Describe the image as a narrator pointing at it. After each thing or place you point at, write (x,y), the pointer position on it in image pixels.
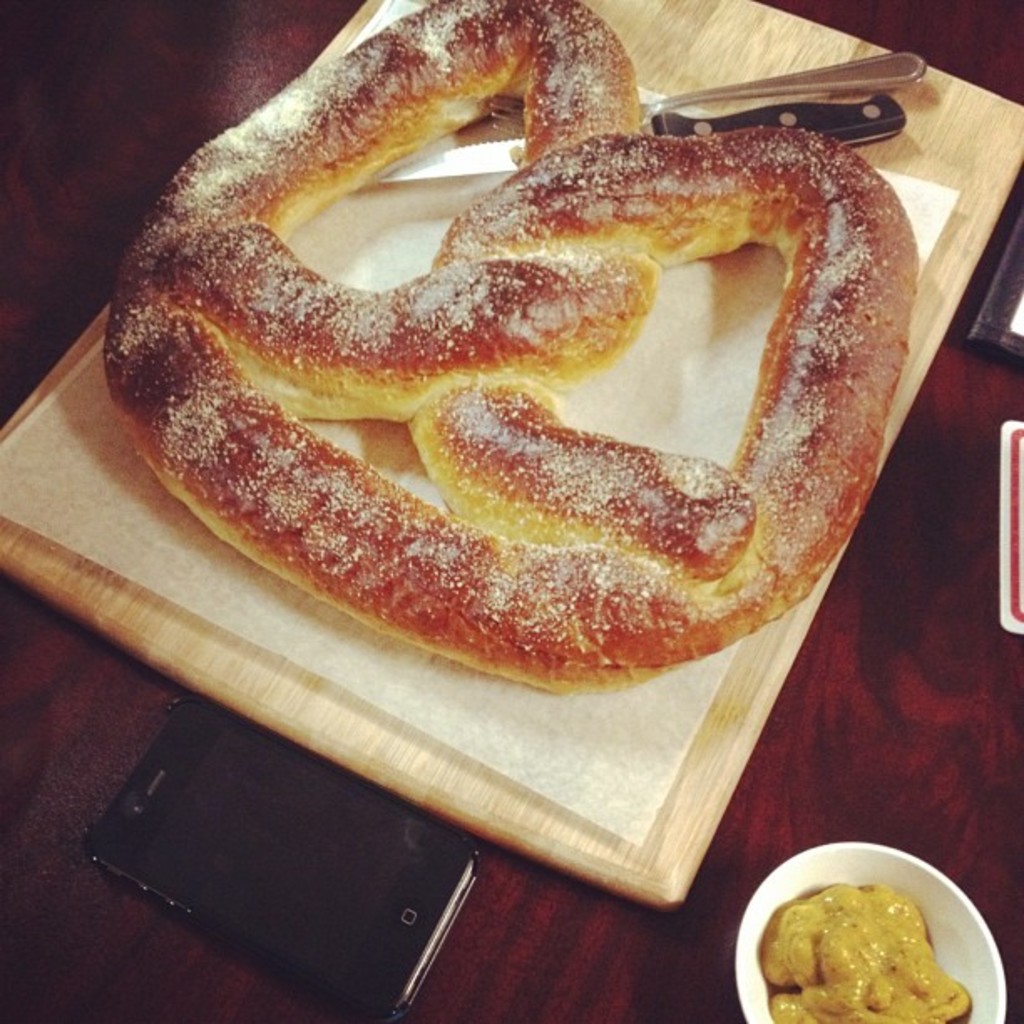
In the image we can see there is a food item (465,266) kept on the wooden tray (402,784) and there is mobile phone (368,903) kept on the table (475,932). There is a sauce (849,960) kept in a bowl (845,869) and there is a knife (776,125) and fork (747,94) kept on the tray (597,865).
